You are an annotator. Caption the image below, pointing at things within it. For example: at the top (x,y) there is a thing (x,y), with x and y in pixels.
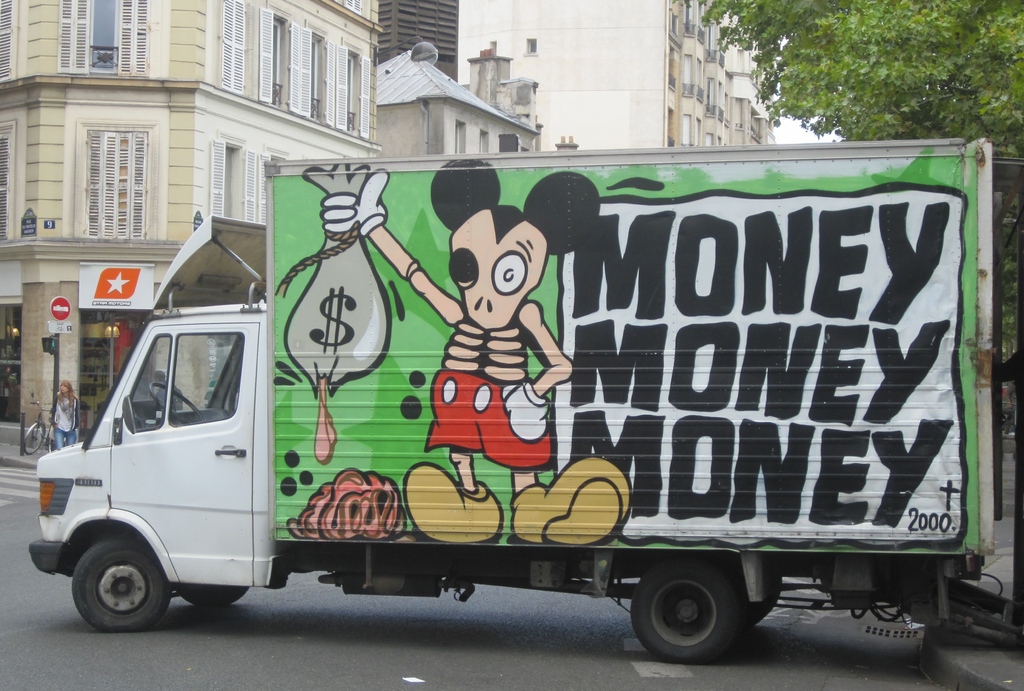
In this picture we can see an art (556,377) on the truck (476,427), in the background (72,264) we can see few sign boards (96,291), buildings (145,129) and trees (805,65), and also we can see a person (74,402).
